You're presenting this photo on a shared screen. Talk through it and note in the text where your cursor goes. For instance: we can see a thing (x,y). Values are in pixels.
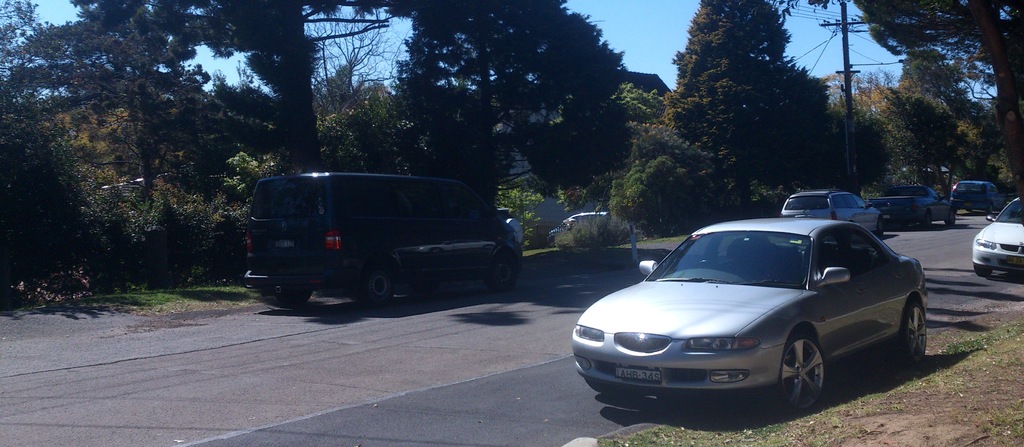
In this image we can see a road (665,409). There are vehicles (669,279) on the road (560,292). In the background of the image (531,108) there are trees (718,129). There are electric poles (849,137).
